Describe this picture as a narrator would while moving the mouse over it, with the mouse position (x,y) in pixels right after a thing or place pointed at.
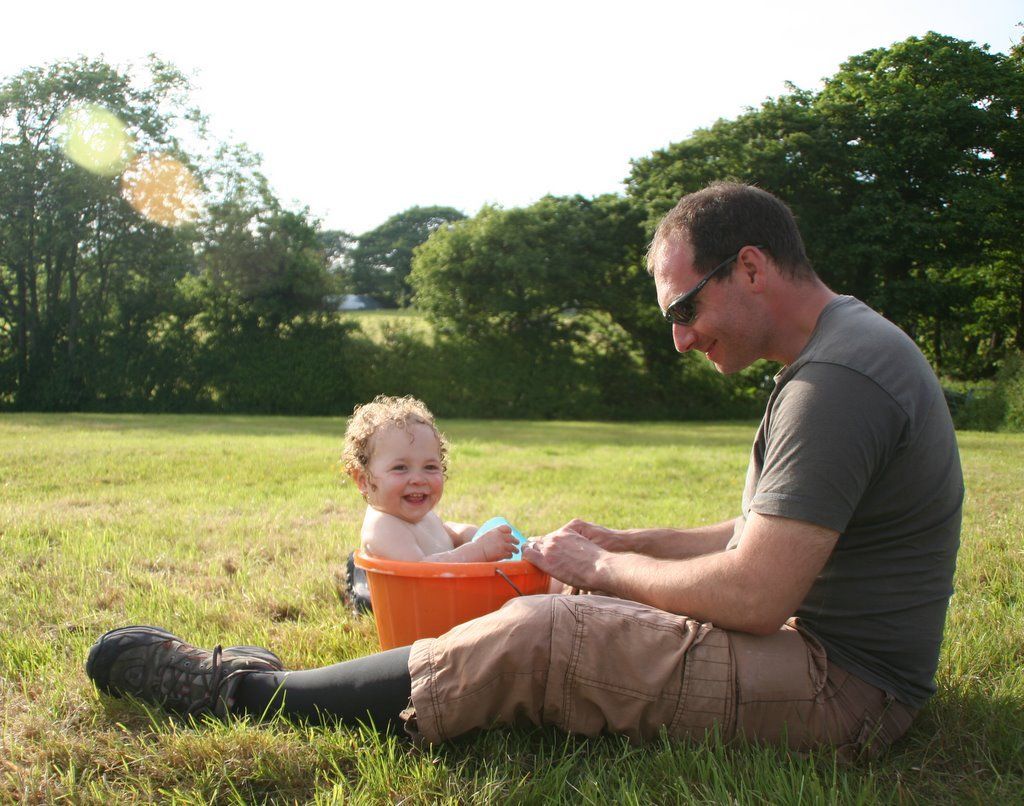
This picture is clicked outside the city. Man (618,539) in grey t-shirt (823,482) is sitting on grass (695,789) and he is smiling. In front of him, we see a baby (403,538) sitting in orange bucket (473,583) and the baby (409,496) is smiling. Behind them, we see many trees (549,265) and on top of the picture (419,66), we see sky (469,118).
